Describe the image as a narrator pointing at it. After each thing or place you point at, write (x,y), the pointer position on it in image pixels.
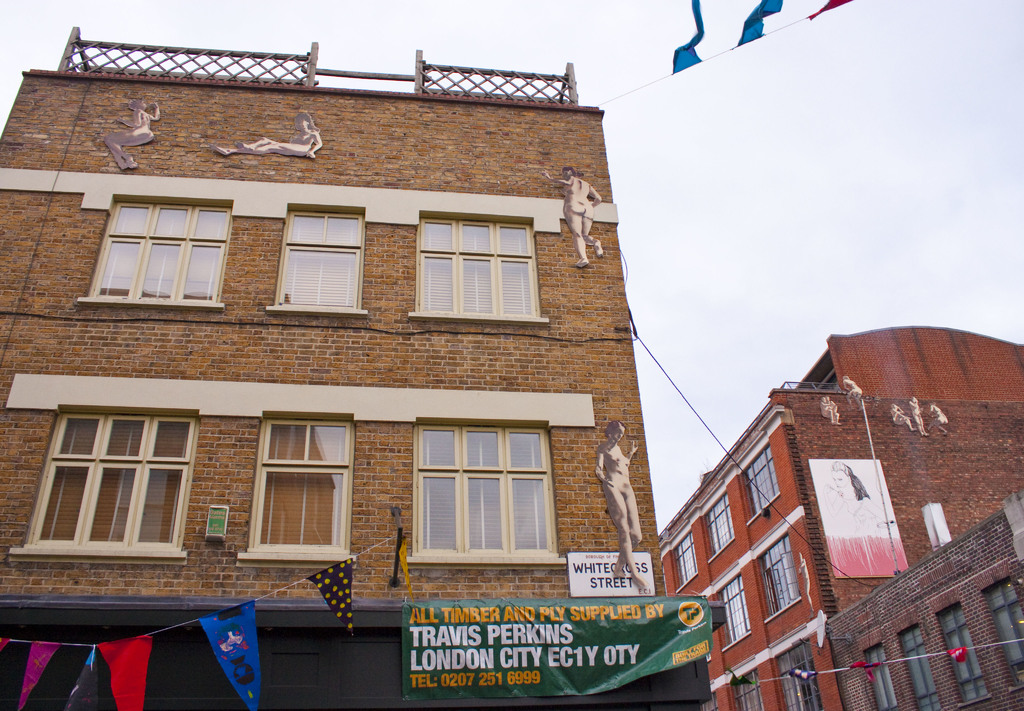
In the picture I can see buildings (714,586), banners (586,672), windows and some other objects (577,209). In the background (749,130) I can see the sky (729,120).
